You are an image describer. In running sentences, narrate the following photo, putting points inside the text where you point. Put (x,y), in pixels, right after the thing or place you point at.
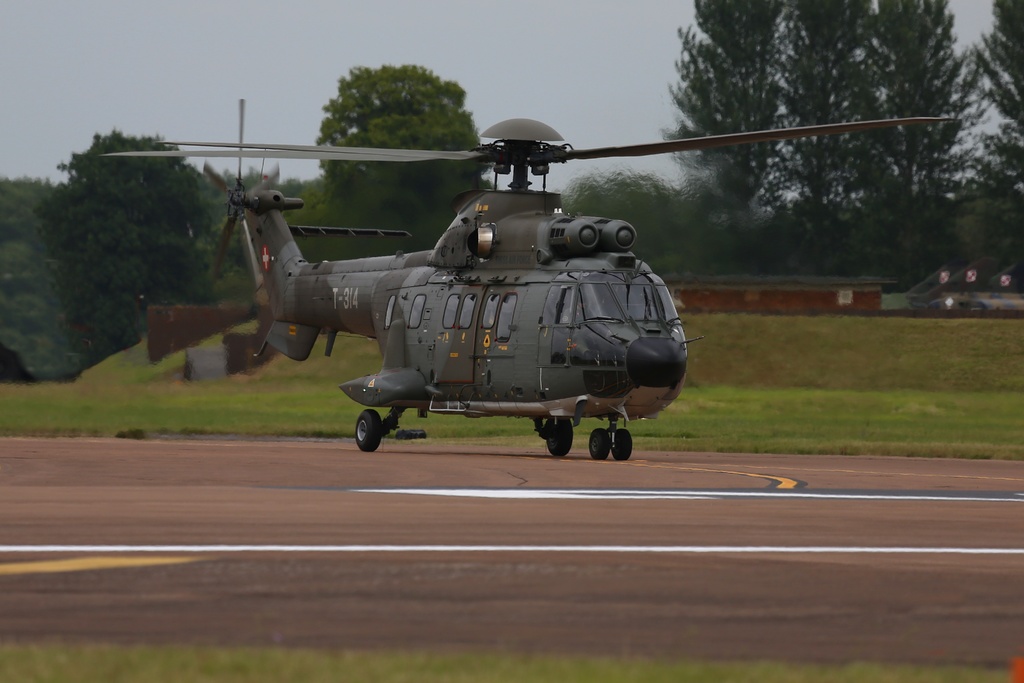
In this image, we can see a helicopter (297,349), we can see the green grass (652,438) on the ground (310,404) at some area, there are some trees (393,172), at the top (619,68) there is a sky (209,67) which is cloudy.
